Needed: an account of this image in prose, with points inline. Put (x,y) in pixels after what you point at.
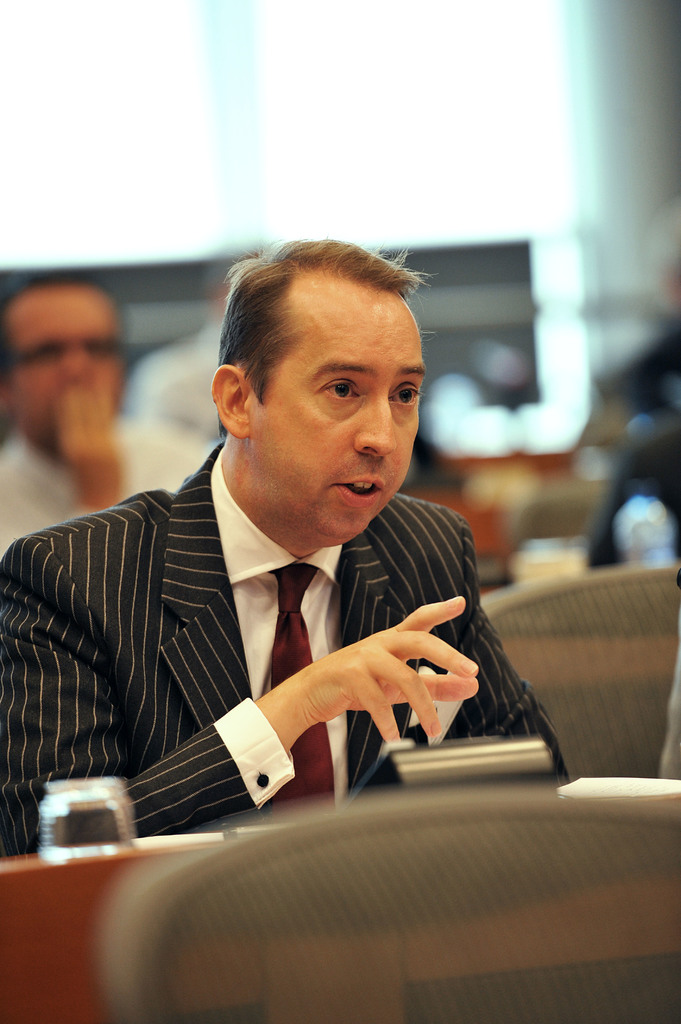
In the picture I can see two men (257,431) among them the man (304,768) in front (367,728) is wearing a shirt (279,759), a tie (288,608) and a coat (165,684). I can also see some other objects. The background of the image (576,450) is blurred.
